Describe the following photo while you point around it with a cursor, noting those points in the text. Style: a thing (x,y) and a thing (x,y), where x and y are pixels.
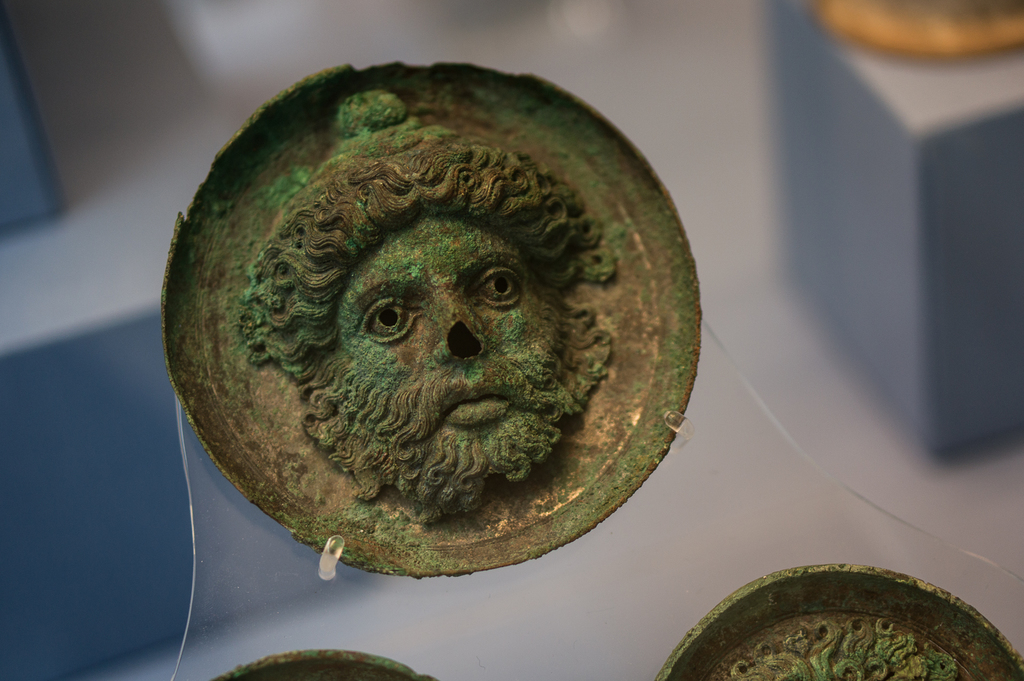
There is a sculpture (485,255) of a person (489,341) which is in circular shape is in the middle of this image (464,398). It seems like there are some wooden things (99,505) are present in the background (101,420).
